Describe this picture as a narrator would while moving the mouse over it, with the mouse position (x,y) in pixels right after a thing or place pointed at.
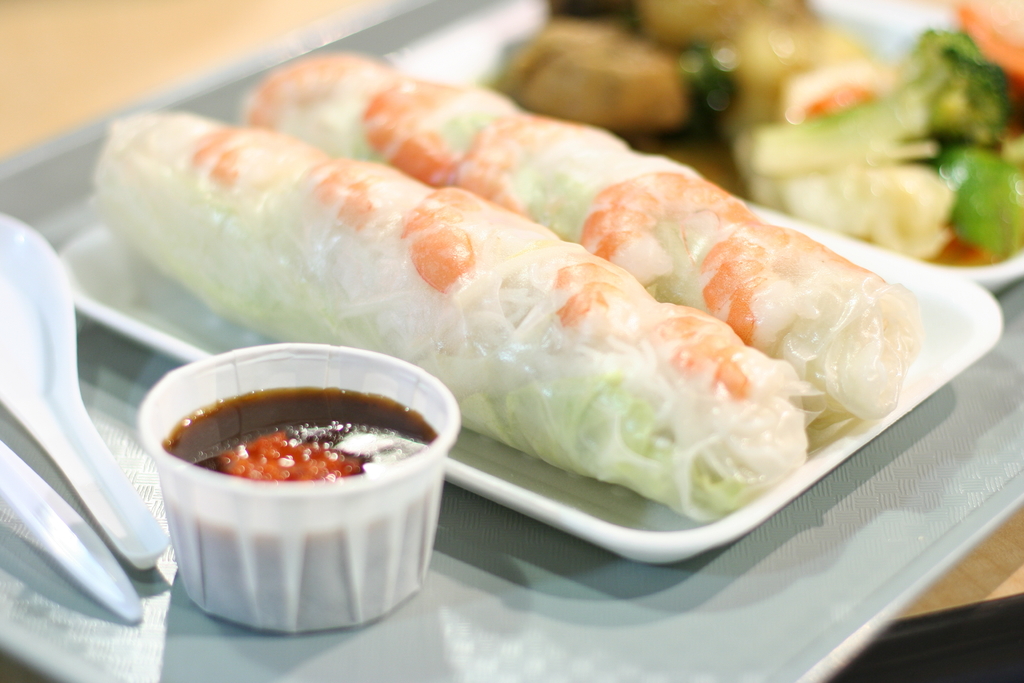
In this image there is food (577,244) on the plate (612,505), there is a spoon (95,441), there is sauce (296,443) in the bowl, there is a plate (619,525) on the table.
